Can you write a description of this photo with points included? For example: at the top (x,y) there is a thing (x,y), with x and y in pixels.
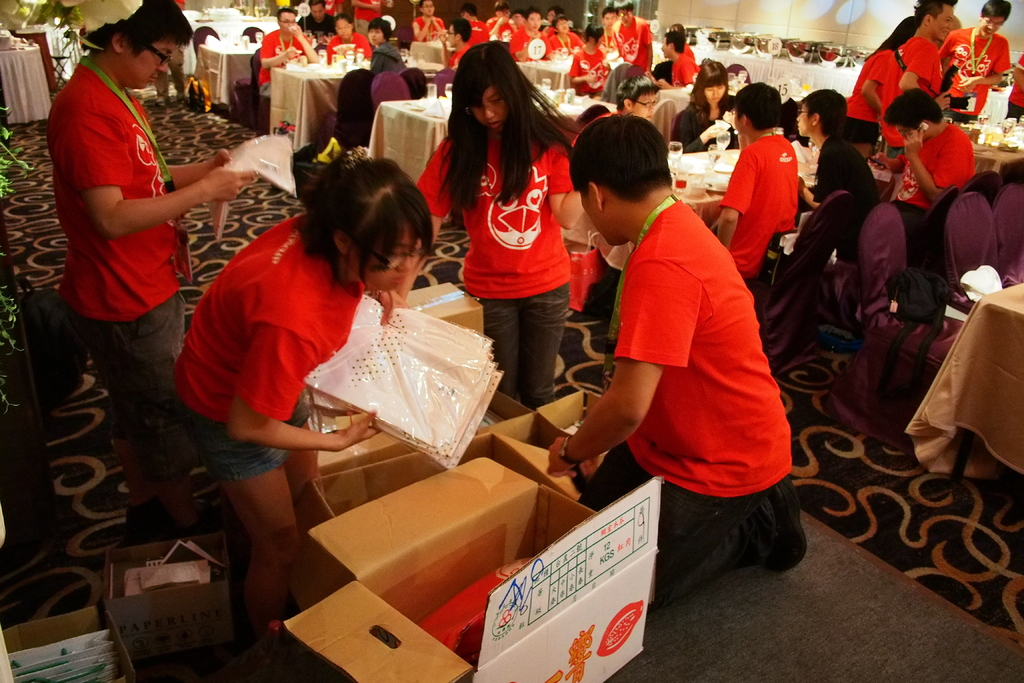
In this image, we can see a group of people (912,30). Few are standing on the floor (785,589) and sitting on the chairs (346,127). Here we can see few tables (973,332) covered with clothes (975,386). Few objects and things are placed on it. On the left side of the image (13,163), we can see few plants leaves (3,172). In the middle of the image (475,449), we can see few carton boxes (411,584) and some objects (98,658). Here we can see few people (518,366) are holding few things (273,150).
